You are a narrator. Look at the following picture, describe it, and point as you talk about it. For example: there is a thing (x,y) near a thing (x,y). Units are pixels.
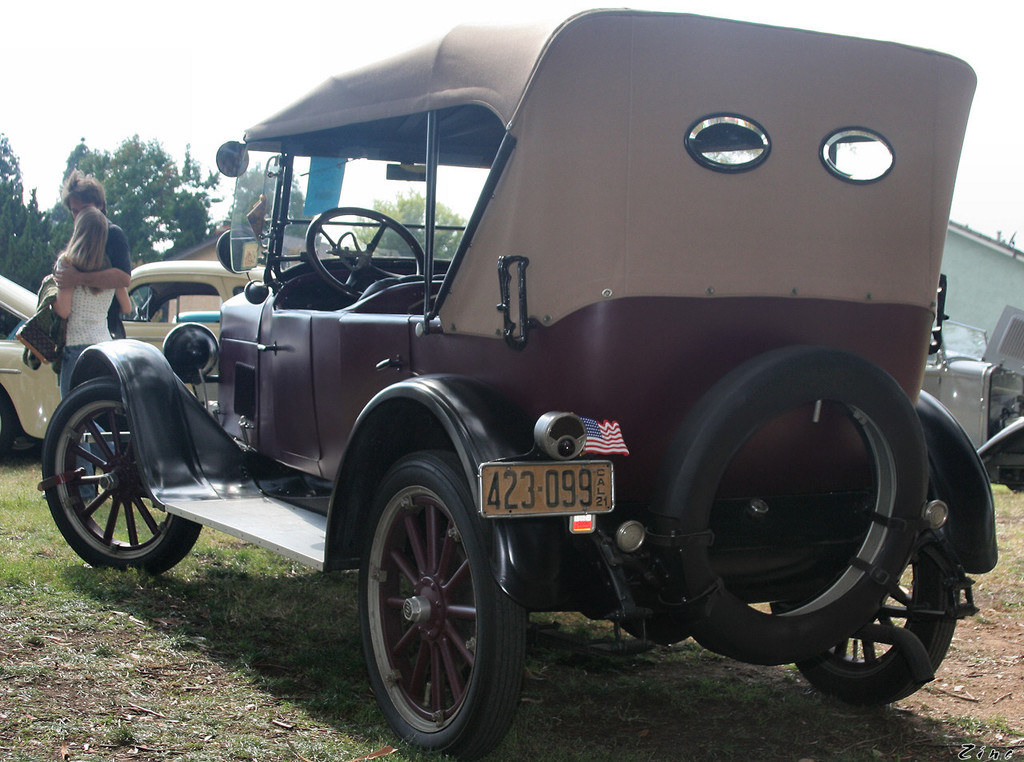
Here we can see a man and a woman (85,217) and there are vehicles (86,516). This is grass (191,589). In the background (24,122) there are trees (121,207) and sky (529,10).
